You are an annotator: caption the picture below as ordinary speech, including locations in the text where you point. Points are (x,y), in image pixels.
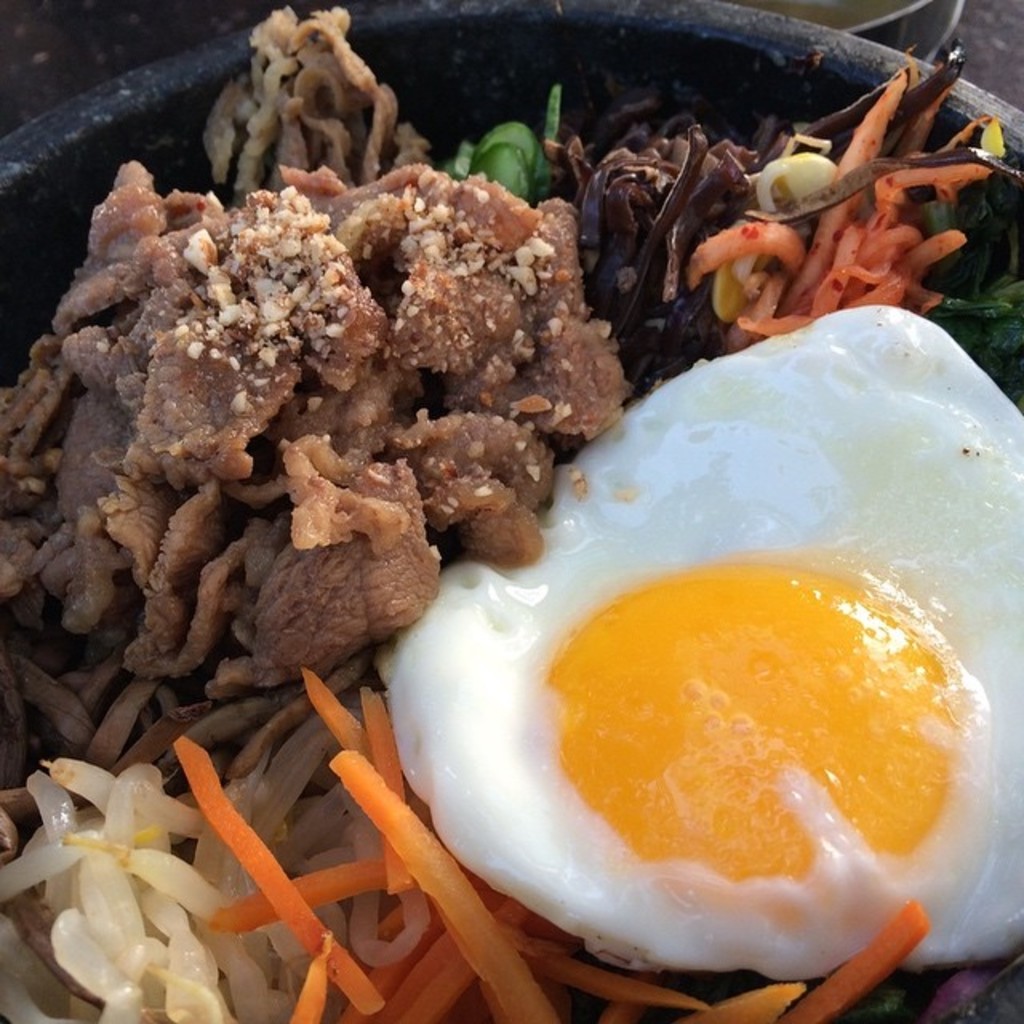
There are different food items (501,531) in the black color bowl (602,38).
